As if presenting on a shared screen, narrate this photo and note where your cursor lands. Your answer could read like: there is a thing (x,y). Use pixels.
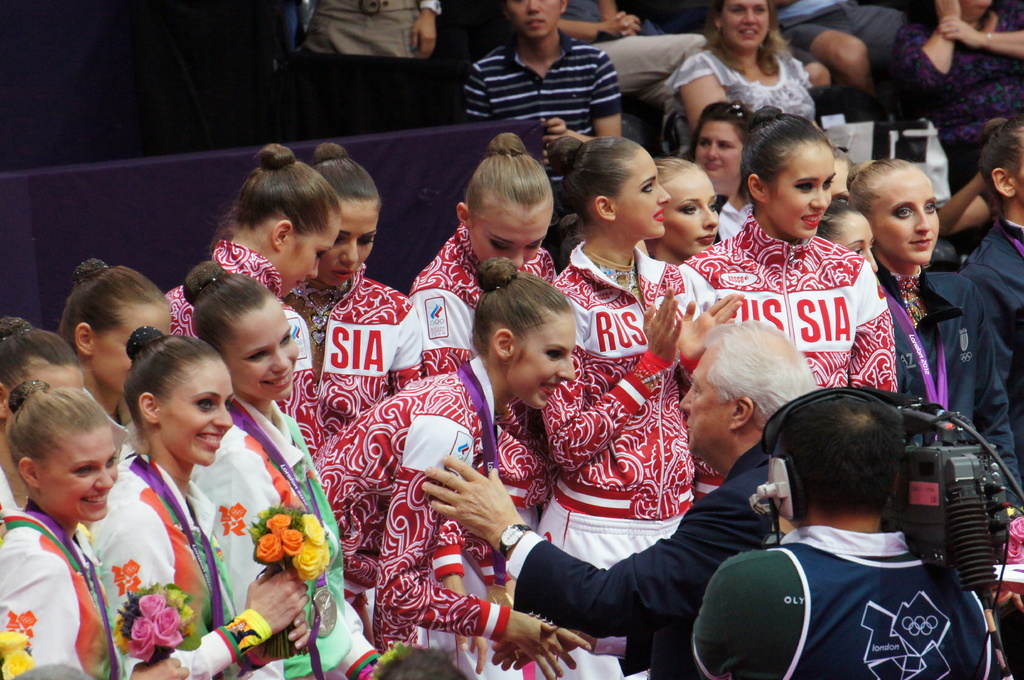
This picture shows few people (466,199) standing and few of them holding flowers (161,635) in their hands (300,581) and we see a man (549,570) standing and shaking his hand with a women (521,355) and we see a cameraman (855,393) holding a camera (934,484) and we see few people (1004,80) seated.
